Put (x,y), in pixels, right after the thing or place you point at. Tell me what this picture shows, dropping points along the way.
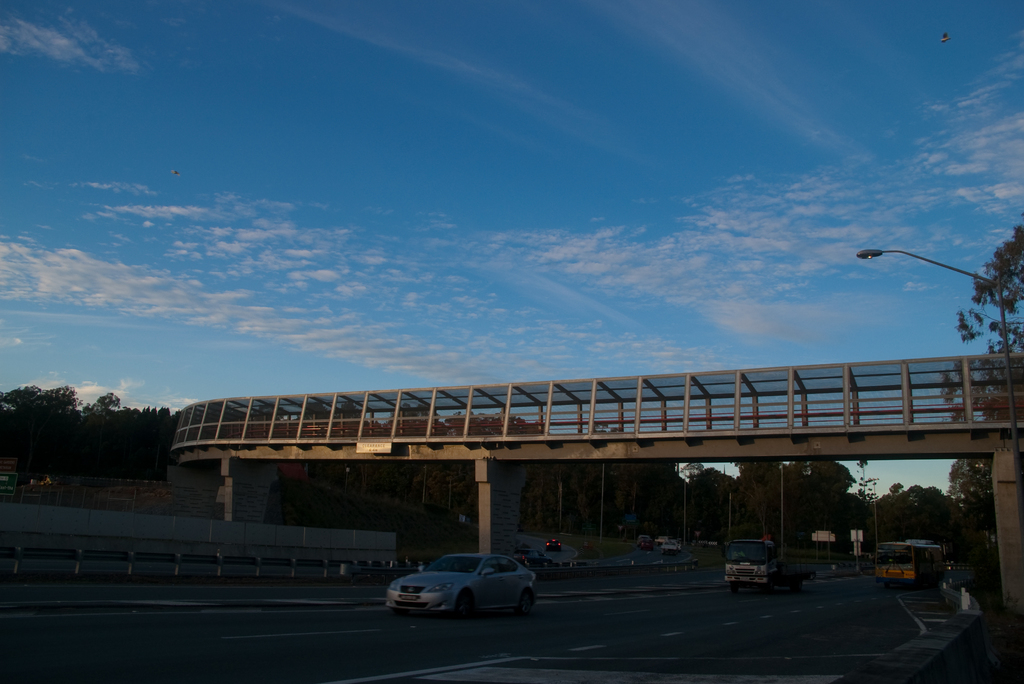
In this image we can see a group of vehicles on the road (483,616). We can also see a fence (118,555), a bridge (965,369), a street pole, some poles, a group of trees (166,434) and the sky (320,296) which looks cloudy.
